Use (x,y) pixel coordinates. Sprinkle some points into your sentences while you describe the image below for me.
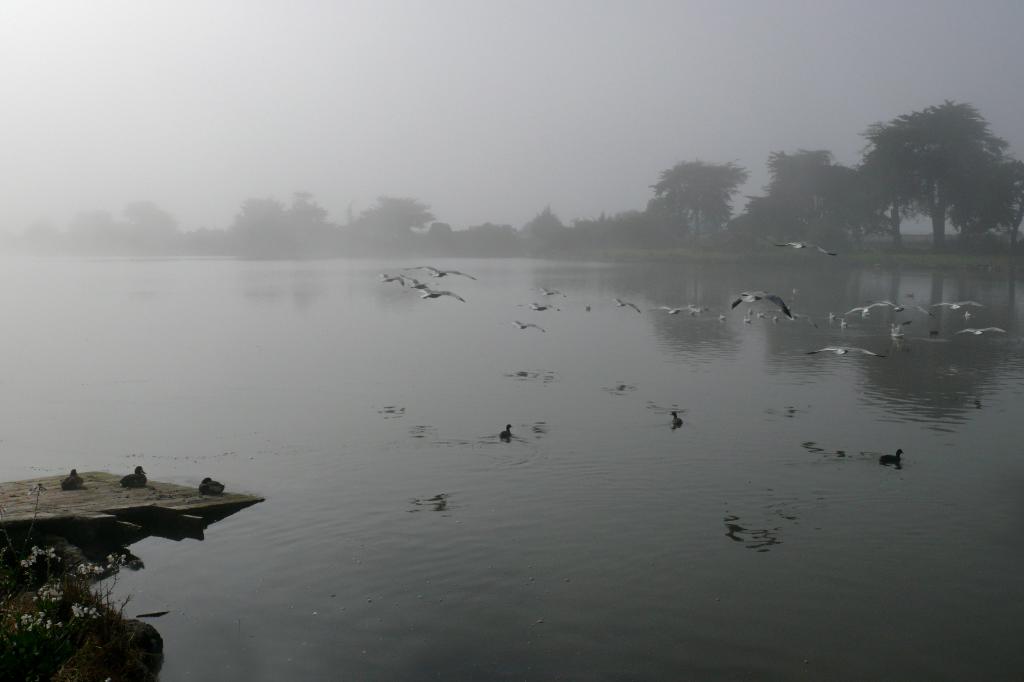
These are the birds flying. I can see the ducks (894,462) moving in the water (832,451). These are the plants (57,602) with flowers (57,588). I can see three ducks (72,487) sitting on the wood (81,499). This looks like a lake (440,259). In the background (315,240), these are the trees (870,164).
